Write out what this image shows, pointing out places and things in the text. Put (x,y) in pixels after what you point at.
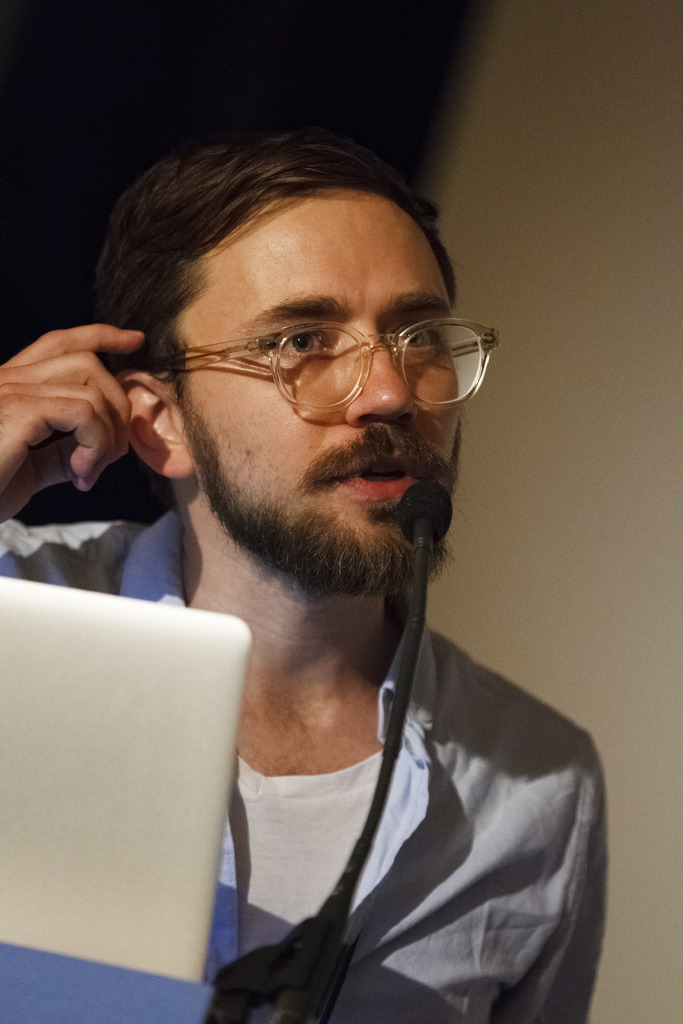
This image is taken indoors. In the background (476,255) there is a wall (568,438). On the left side of the image (180,495) there is a man (209,339) and there is a laptop (160,807).
